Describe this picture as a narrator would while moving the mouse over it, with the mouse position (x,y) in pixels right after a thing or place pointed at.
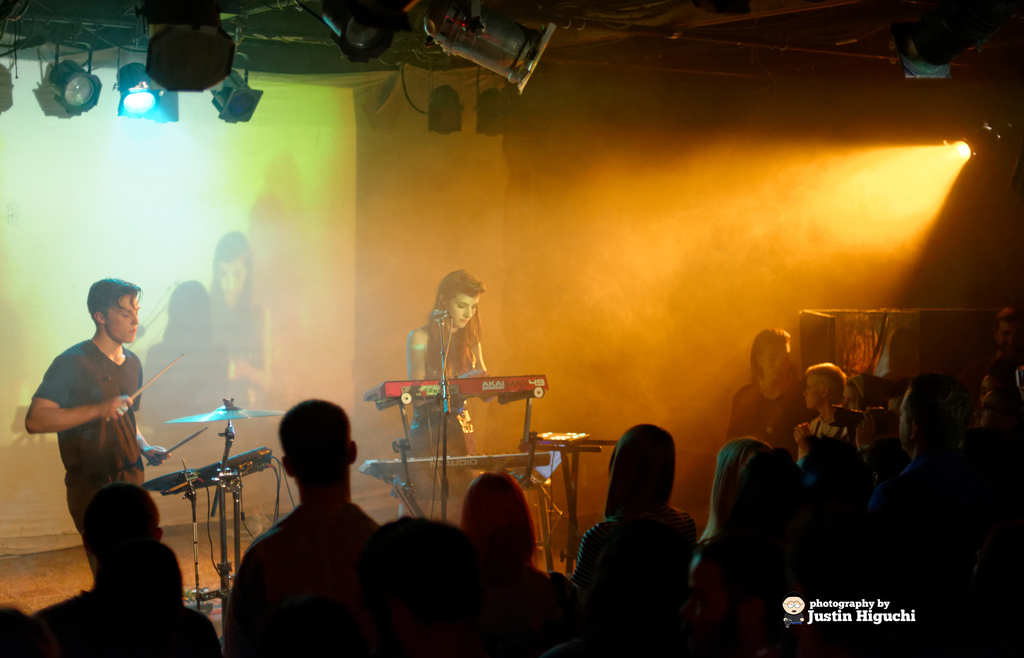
In this image I can see there are two persons (86,416) performing a music, in front of them there is a musical Instrument (536,461) and there is a crowd (860,582) visible, at the bottom (845,591) and text (820,608) visible in the bottom right (901,616), at the top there are some lights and in the middle (342,359) there is a screen (322,176) and on the screen (144,267) I can see person image (217,308).
